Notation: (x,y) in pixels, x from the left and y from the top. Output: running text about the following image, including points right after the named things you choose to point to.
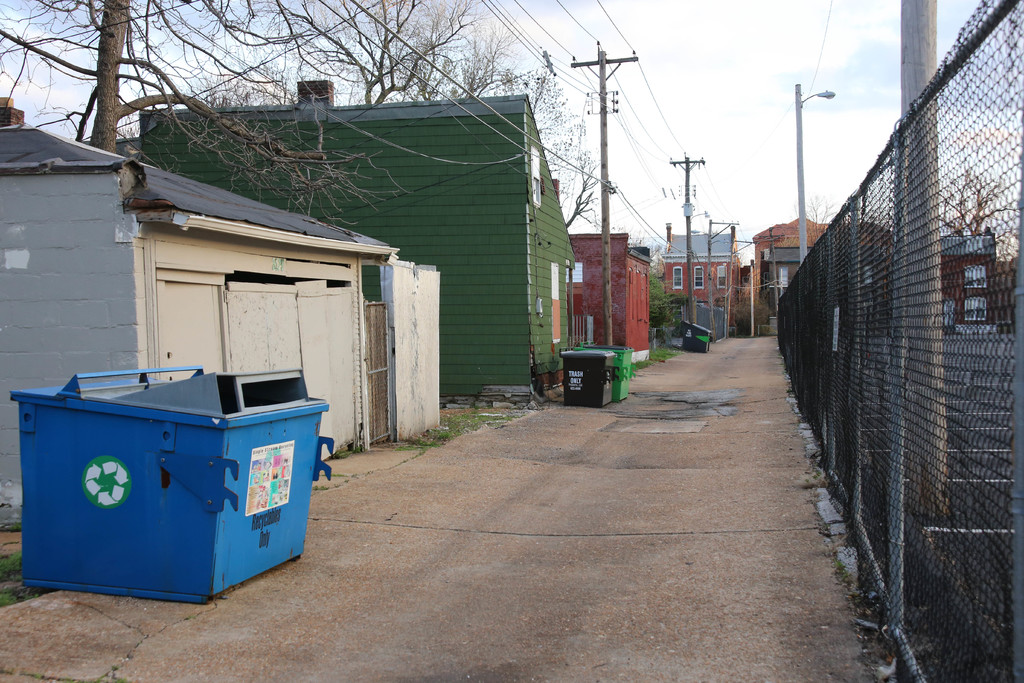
In the center of the image (649,415) there is a road (429,606). On the right side of the image (891,310) we can see pole (938,299), fencing (909,360), trees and building (679,245). On the left side of the image (187,63) we can see buildings (337,253), dustbins (245,447), trees (72,115). In the background (88,127) we can see buildings (718,246), sky (708,61) and clouds (679,61).
